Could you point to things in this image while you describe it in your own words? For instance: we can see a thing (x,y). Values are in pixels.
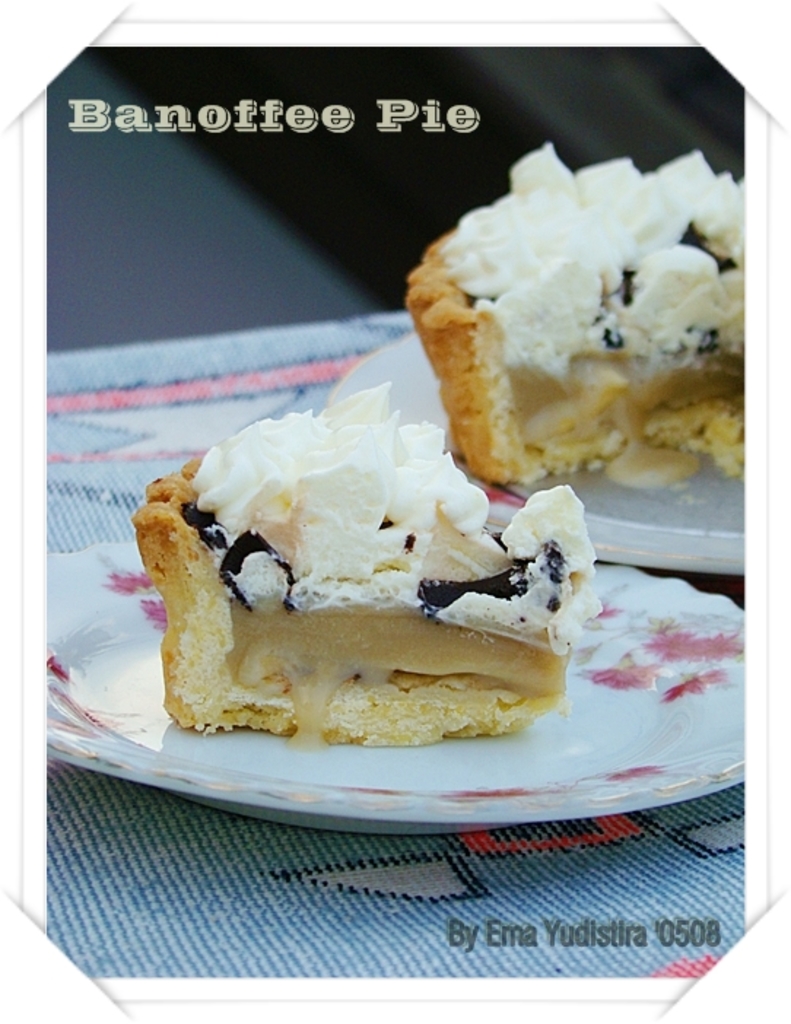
In this given picture, We can see a mat (92,438) and top of that, We can see two plates (704,687) including two cake pieces (505,605).
